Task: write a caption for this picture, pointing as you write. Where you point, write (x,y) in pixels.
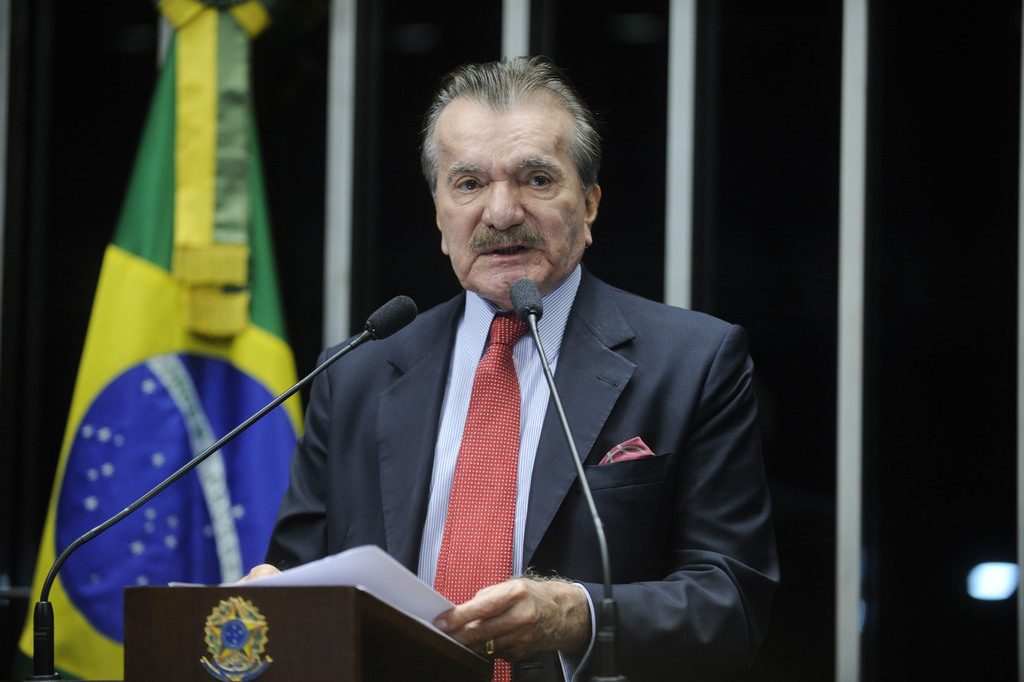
In this image we can see a person (448,381) standing and holding a paper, in front of him there is a podium (237,626) and two mics (564,418), also we can see there is a flag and in the background (864,83) it looks like a wall (43,128).
